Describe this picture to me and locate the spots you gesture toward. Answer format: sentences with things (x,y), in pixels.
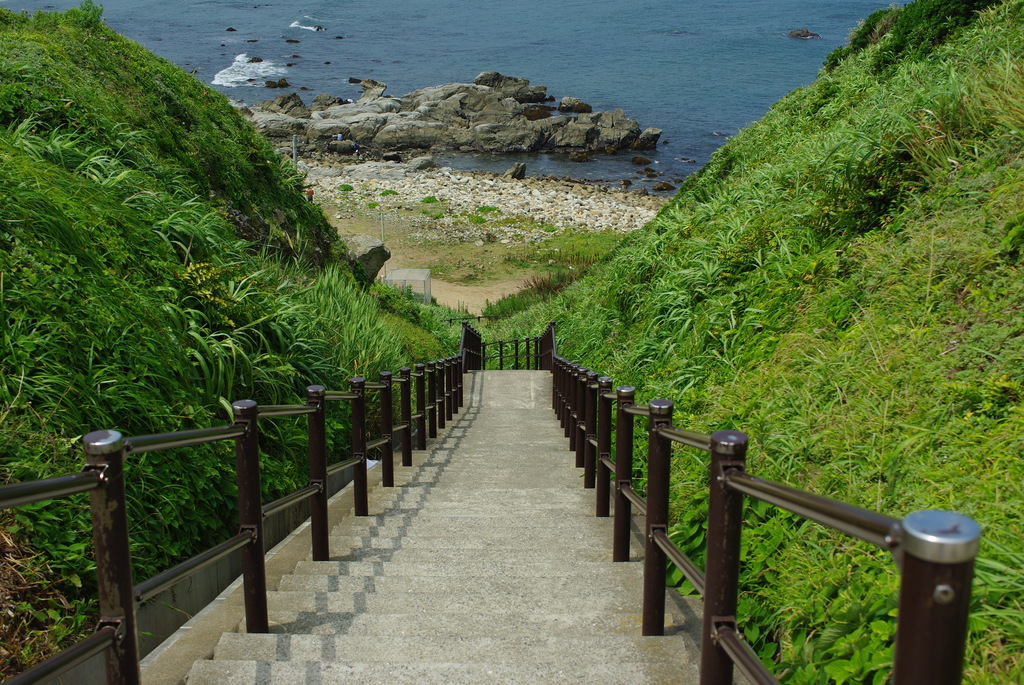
In this image we can see the stairs (465,466), railing (449,406), grass (956,157), stones (574,205) and also the rocks (437,116). We can also see the water (764,51).
